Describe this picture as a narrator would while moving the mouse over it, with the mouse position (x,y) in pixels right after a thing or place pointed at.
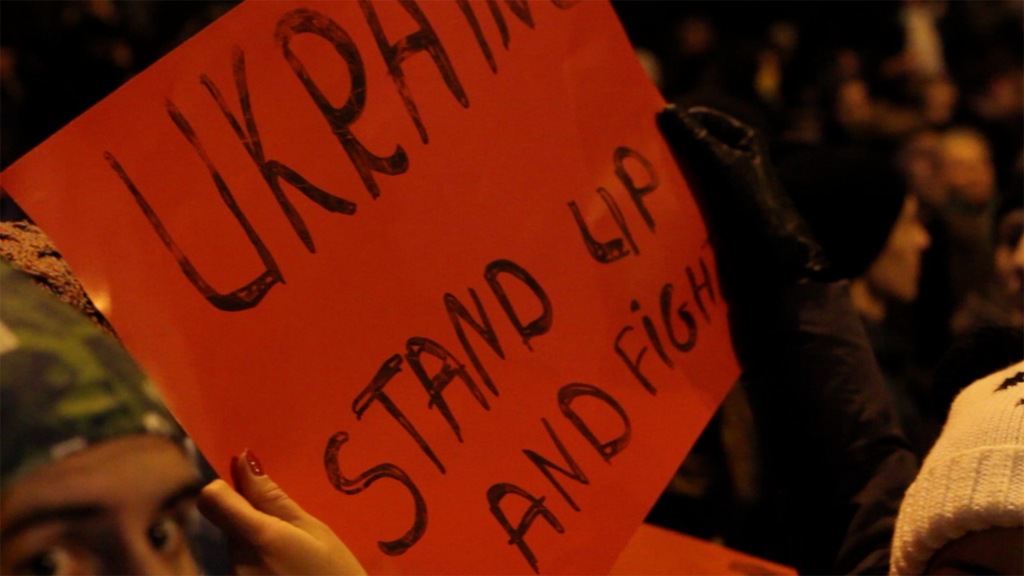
In this image I can see a red color board (514,387) and something is written on it. The person (294,545) is holding it. Back it is blurred.
